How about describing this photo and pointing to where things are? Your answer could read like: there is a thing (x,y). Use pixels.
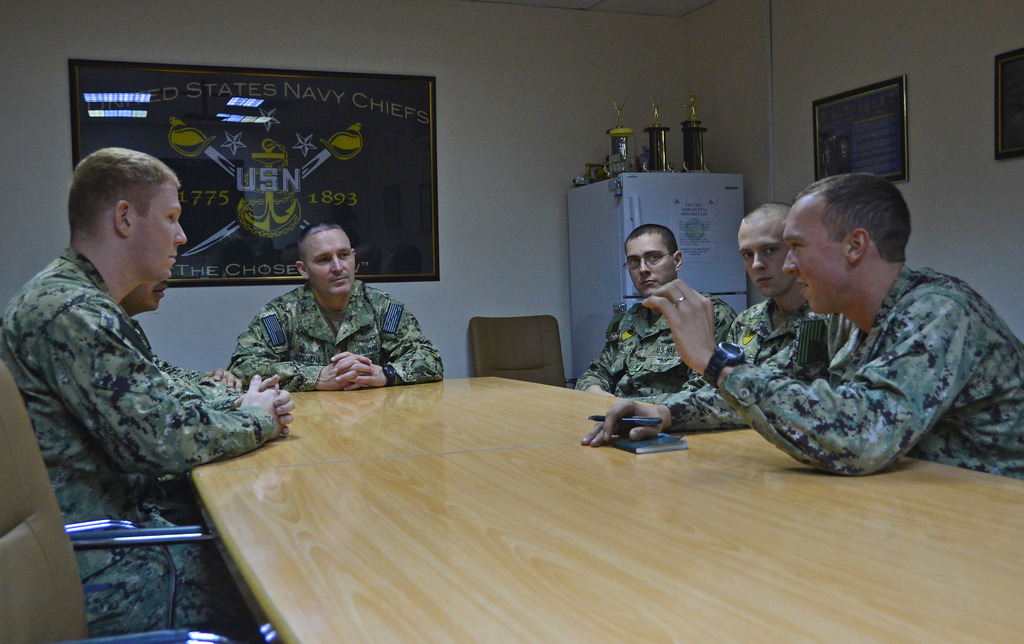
In the foreground of this image (838,327), there are men (286,362) sitting on the chairs (69,600) around the table (340,411) on which there is a book (645,446) and a man (635,411) is holding a pen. In the background (340,156), there are frames (864,135) on the wall (964,98), a refrigerator (695,197) on which there are awards (656,148) and few objects (611,170). Beside it, there is a chair (527,359).
